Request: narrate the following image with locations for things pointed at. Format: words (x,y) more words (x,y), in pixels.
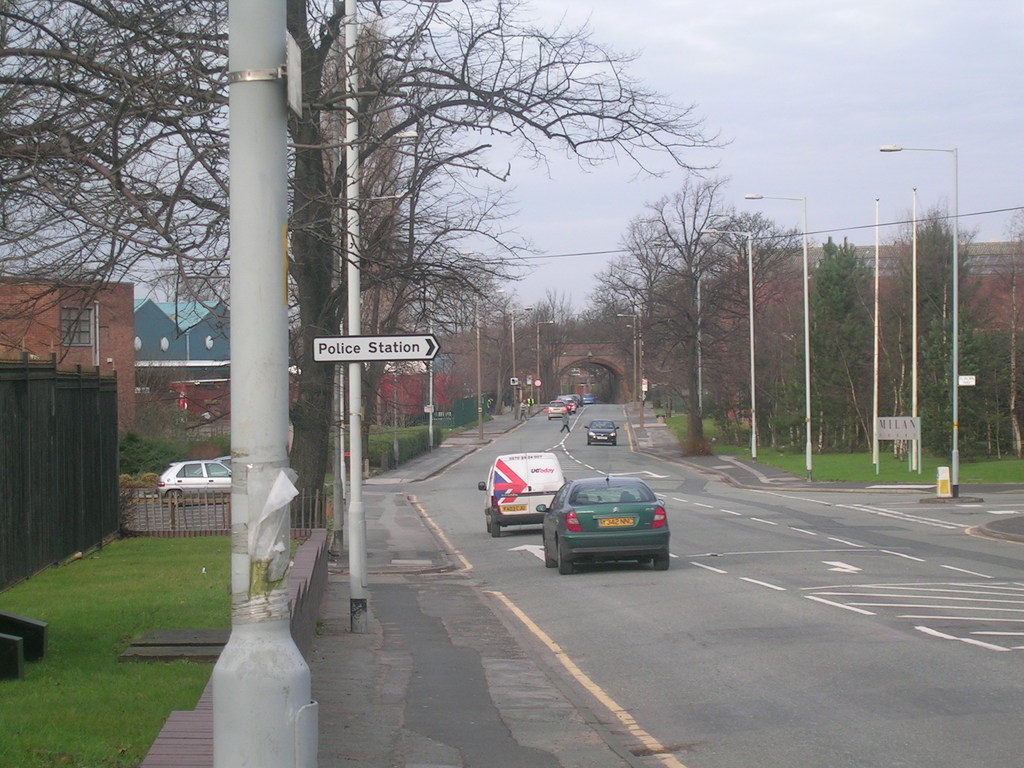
In this picture we can see the sky (618,56). On either side of the road (561,435) we can see the trees (976,399), grass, light poles (282,442) and boards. We can see the vehicles (611,441) on the road (624,445). We can see a man (569,423) crossing the road (553,424). On the left side of the picture (61,482) we can see houses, fence (43,464) and a car (198,482).
